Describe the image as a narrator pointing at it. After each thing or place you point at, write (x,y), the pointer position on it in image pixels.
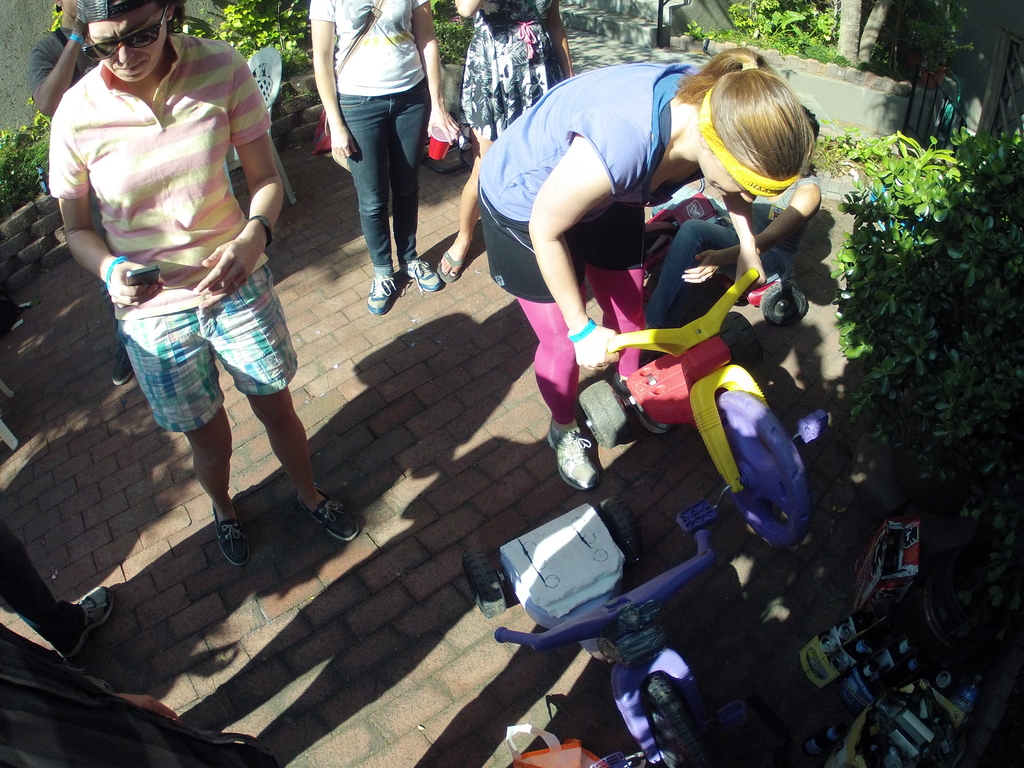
In this image we can see people (81,168), plants (292,63), chair (256,61) and small bicycles (641,332).
